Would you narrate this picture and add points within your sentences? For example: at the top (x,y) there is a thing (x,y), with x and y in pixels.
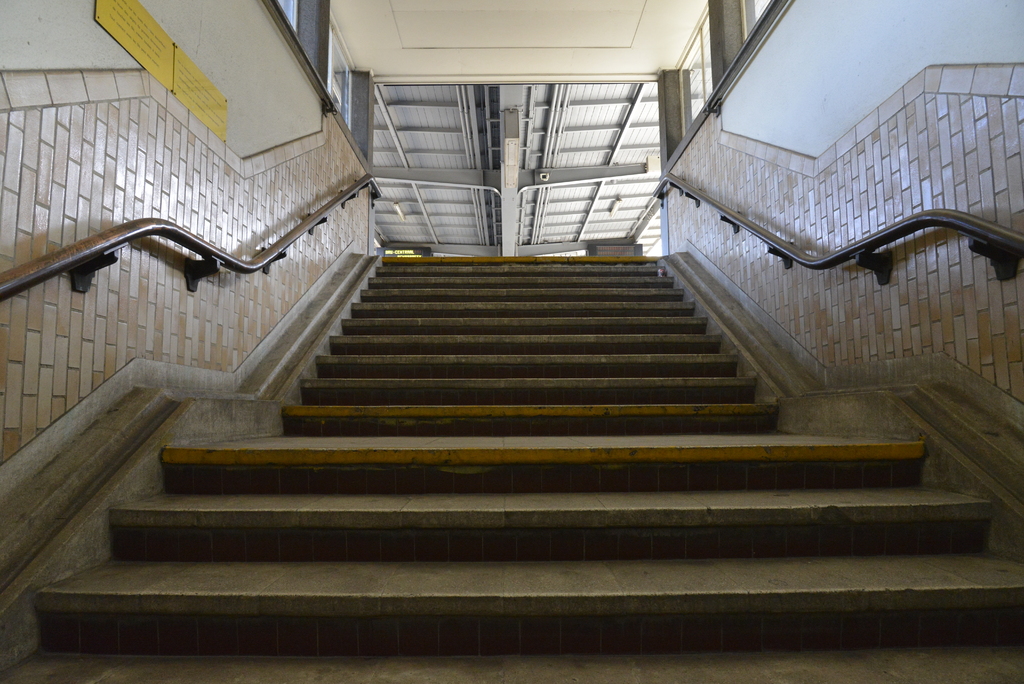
In the center of the image (452,364) there is a staircase (606,438). In the background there is a wall (881,62), fences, banners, pillars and a few other objects (469,111). On the banners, we can see some text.
